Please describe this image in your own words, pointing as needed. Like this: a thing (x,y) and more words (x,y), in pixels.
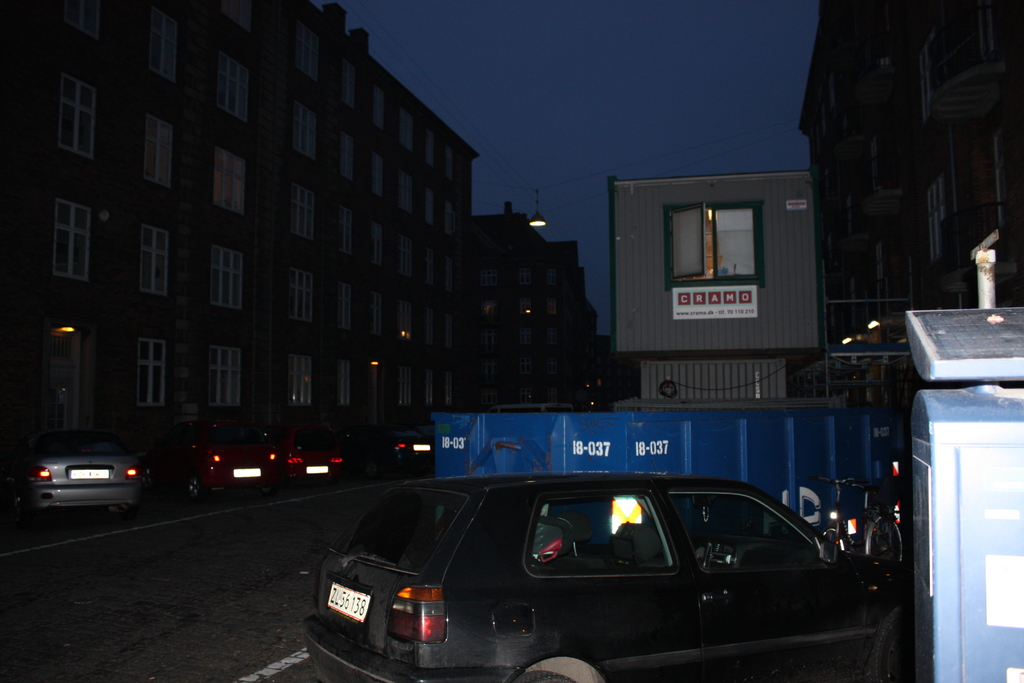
In this image we can see a few cars (639,553) parked on the road (367,483), in the background of the image (334,421) there are buildings (888,307).
